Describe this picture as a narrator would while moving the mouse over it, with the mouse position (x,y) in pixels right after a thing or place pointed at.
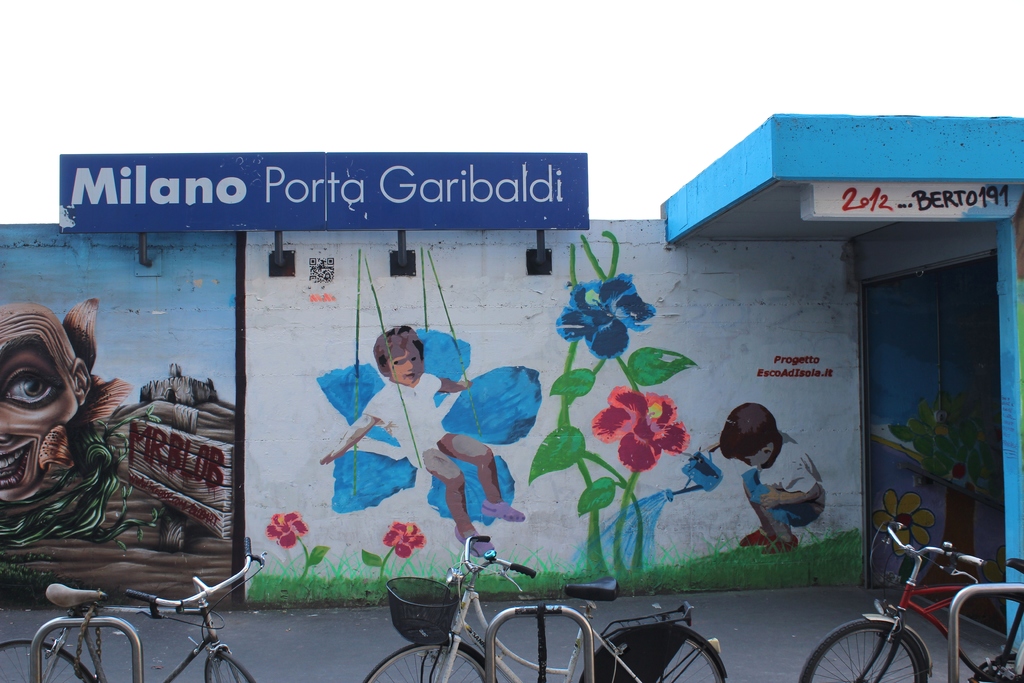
In the image in the center (455,341) there is a banner (330,204), wall (494,316) and some painting (613,322) on it. In which, we can see two kids (464,451), flowers (543,450) etc. In the bottom of the image (521,571) we can see cycles (401,616). In the background (206,42) we can see the sky (305,46) and clouds (340,42).
